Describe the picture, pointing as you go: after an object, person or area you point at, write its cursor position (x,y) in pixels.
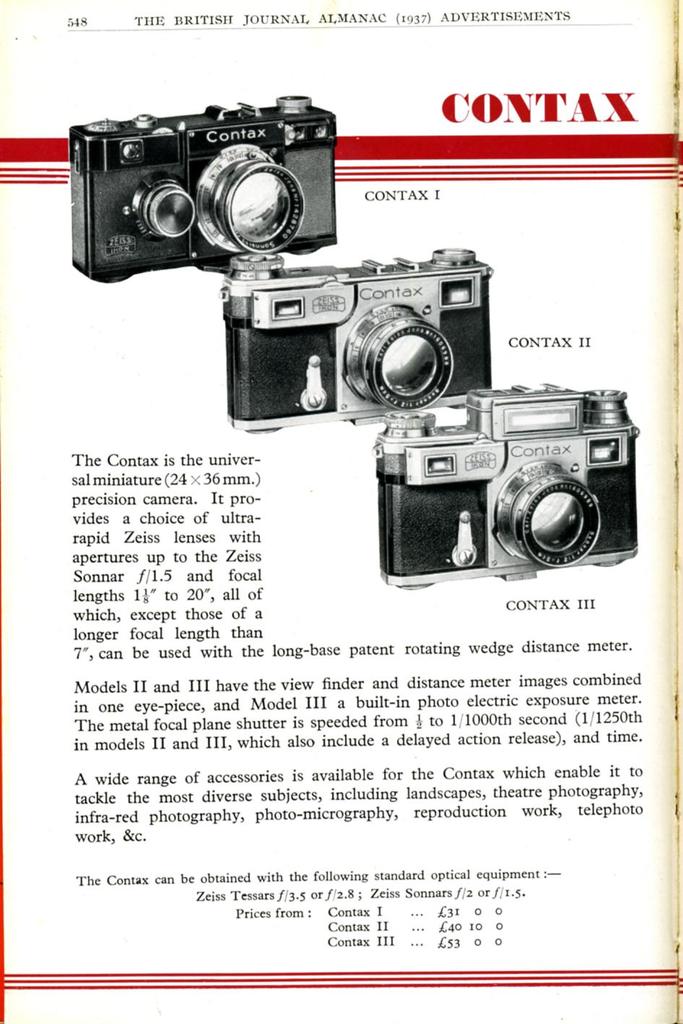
In this image there is a text (234,503) written on the book (185,431) and there are images (314,302) of the cameras (348,311).
